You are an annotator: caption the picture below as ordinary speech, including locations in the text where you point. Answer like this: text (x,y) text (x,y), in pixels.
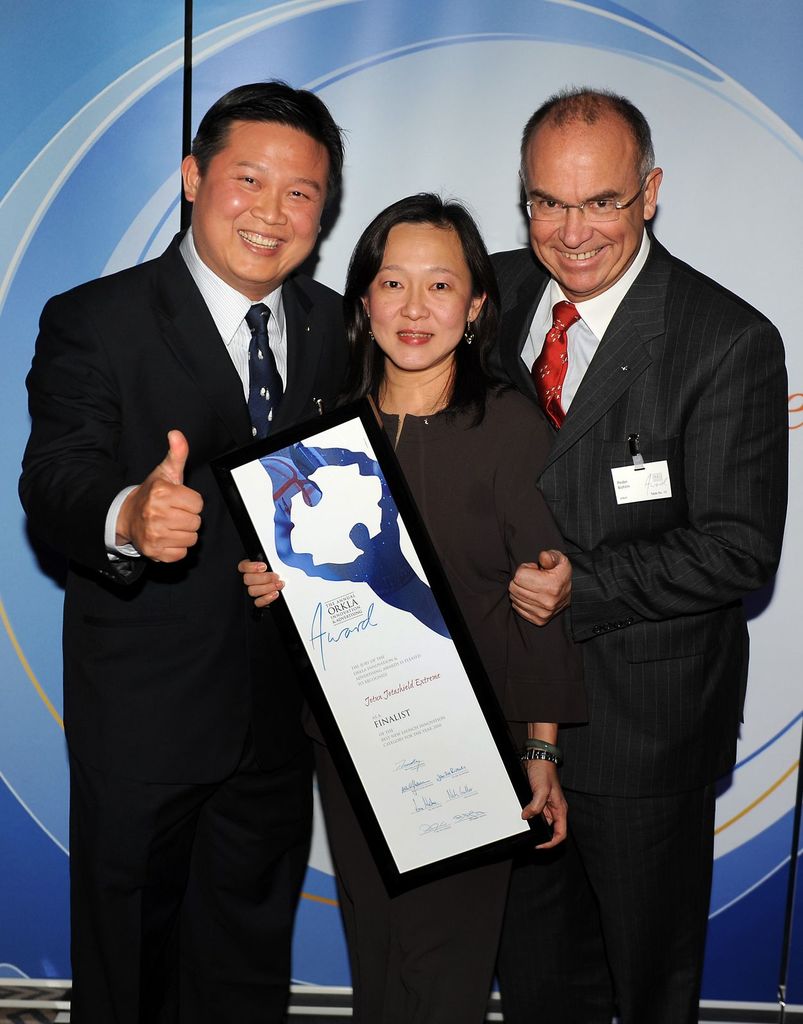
In this image three people (537,914) are standing on the stage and the center person (429,356) is holding the award (362,519). At the back side (410,97) there is a banner (138,90).
